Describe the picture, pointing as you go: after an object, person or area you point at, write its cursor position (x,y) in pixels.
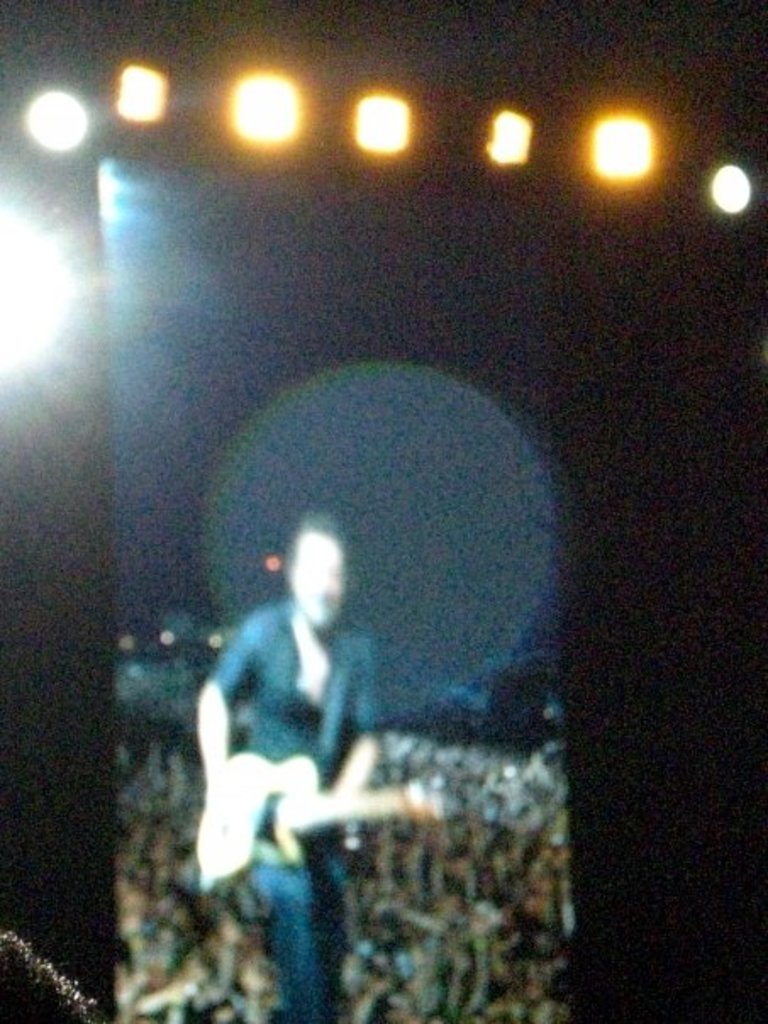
In this image we can see a man (344,947). He is holding a guitar (391,801) in his hand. Behind him, a crowd of people (395,848) is there. At the top of the image (128,93), we can see the lights (250,86).
